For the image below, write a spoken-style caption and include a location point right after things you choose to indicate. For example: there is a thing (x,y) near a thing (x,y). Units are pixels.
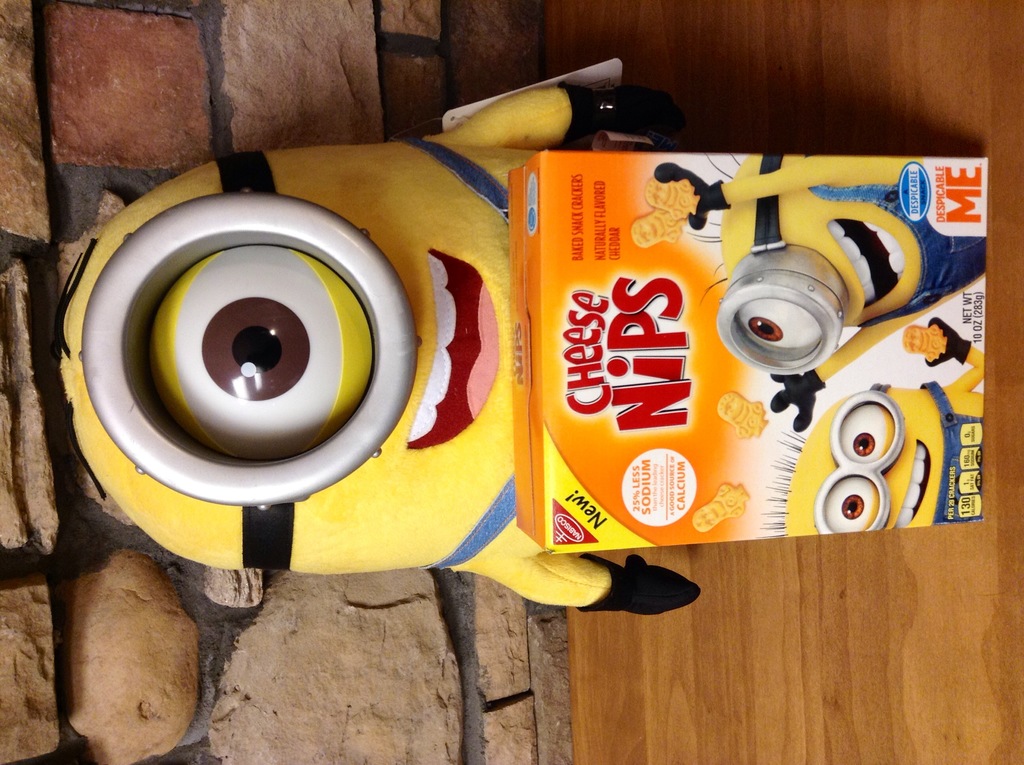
In this image we can see a doll (447,376) and a cardboard carton (718,305).
